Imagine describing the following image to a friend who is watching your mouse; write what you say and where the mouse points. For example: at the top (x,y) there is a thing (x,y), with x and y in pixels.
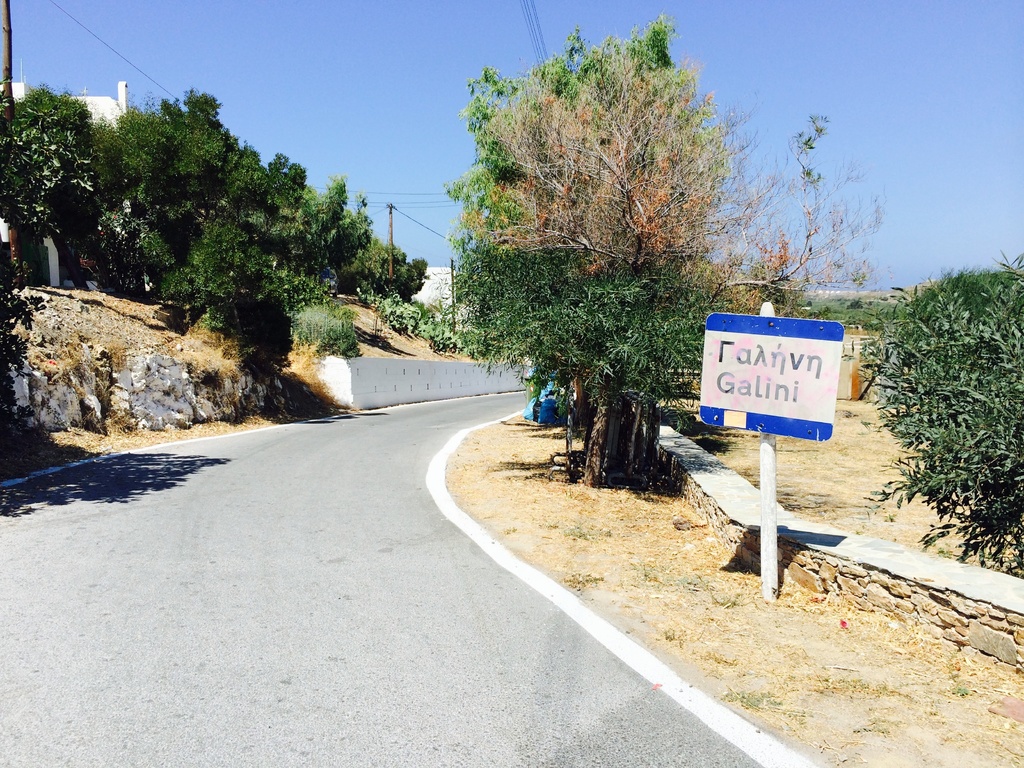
In this image there is a road (65,588) beside that there are trees (949,459) on the mud (548,541) and pole (768,308) with board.
